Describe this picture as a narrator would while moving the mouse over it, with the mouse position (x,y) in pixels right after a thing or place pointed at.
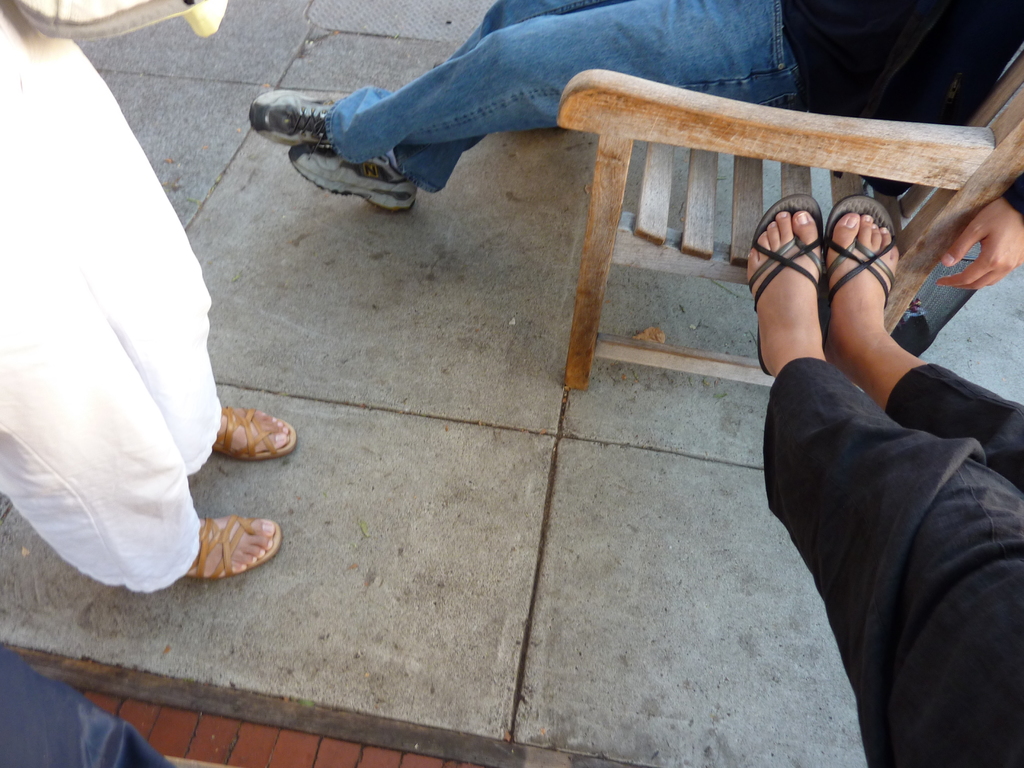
In this image there are group of people (963,565) standing and sitting. At the bottom right (967,536) the legs (958,470) of the person (918,449) with a black colour dress (886,469) and black colour footwear (822,239) is leaning on the chair (738,219). At the top right (865,38) the man (747,39) is sitting on the chair (794,151) with a blue colour jeans (539,68) and black colour top (930,37). At the left side (85,260) the legs (112,383) of the person (136,389) is visible with a white colour dress (127,417) and brown colour footwear (232,547) and this person (83,224) is standing. There is a floor (528,567) with the stones (443,461).
